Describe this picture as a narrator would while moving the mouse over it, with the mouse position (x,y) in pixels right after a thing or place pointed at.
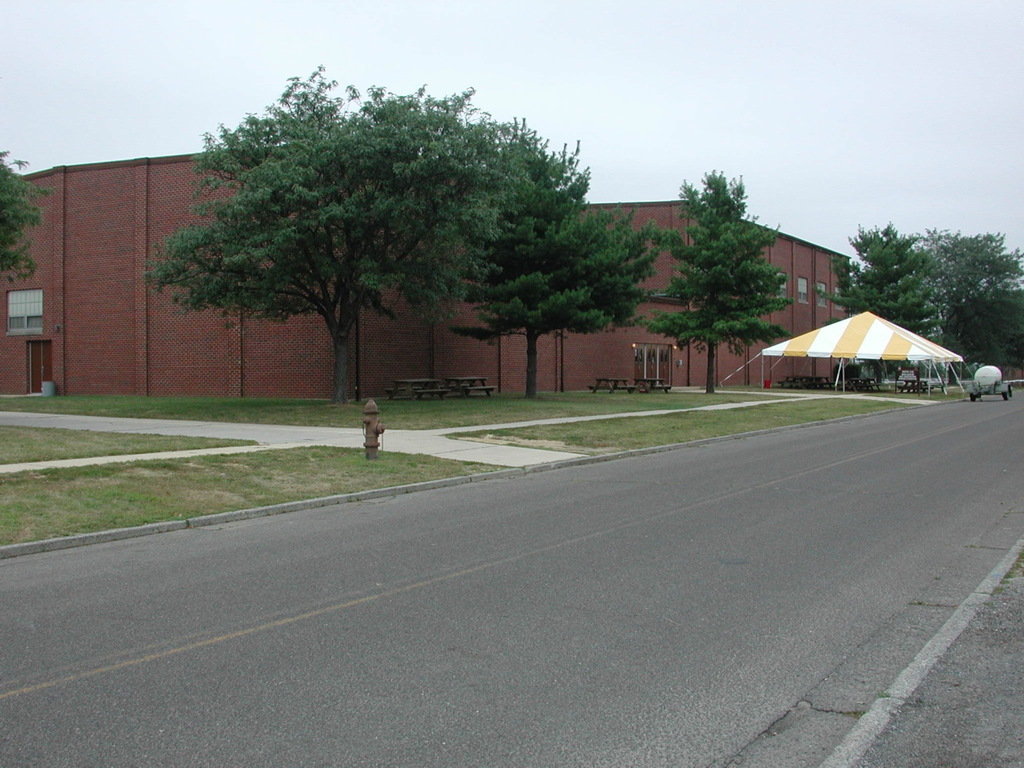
In the picture I can see a fire hydrant (368,438), the grass (654,429), trees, a tent (865,324), a vehicle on the road (932,452), a building (374,397), benches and some other objects (56,325). In the background (599,143) I can see the sky (632,165).
